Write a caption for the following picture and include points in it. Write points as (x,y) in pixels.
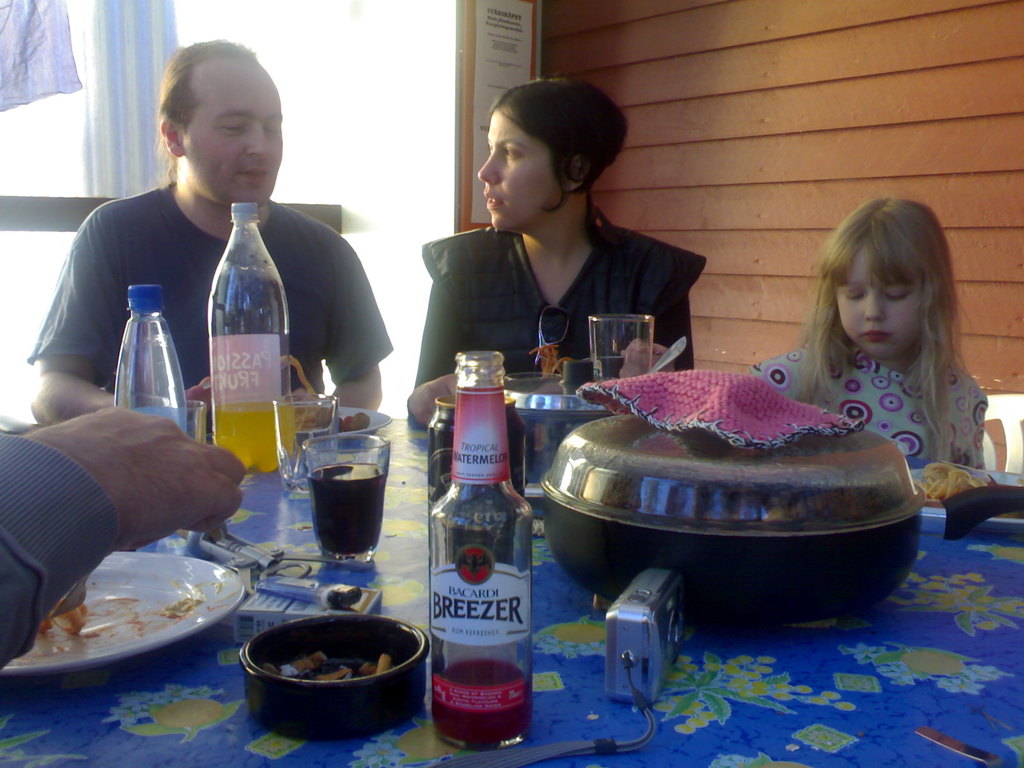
Three people (946,379) are sitting on the dining table (602,692) there are bottles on this left side (65,168) there is a glass wall (38,175).
